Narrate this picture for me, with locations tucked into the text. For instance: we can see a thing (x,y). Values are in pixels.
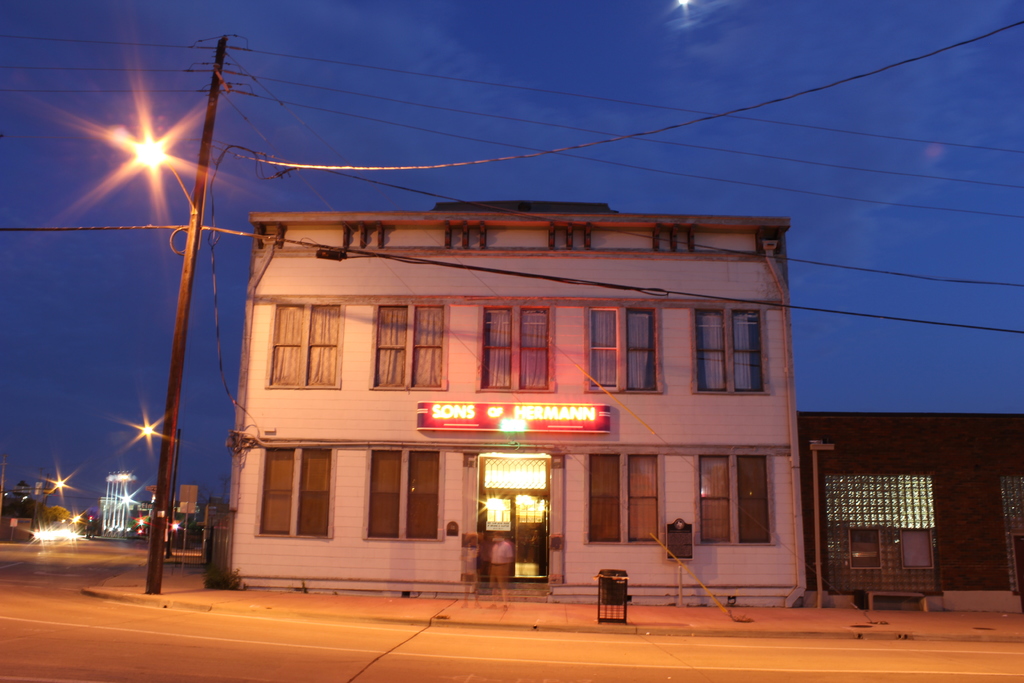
In the image there is a building (450,342) in the front (715,525) with street lights (159,554) behind it and two persons (469,548) standing on the footpath (814,623) in front of the road (95,682) and above its sky (433,90).
